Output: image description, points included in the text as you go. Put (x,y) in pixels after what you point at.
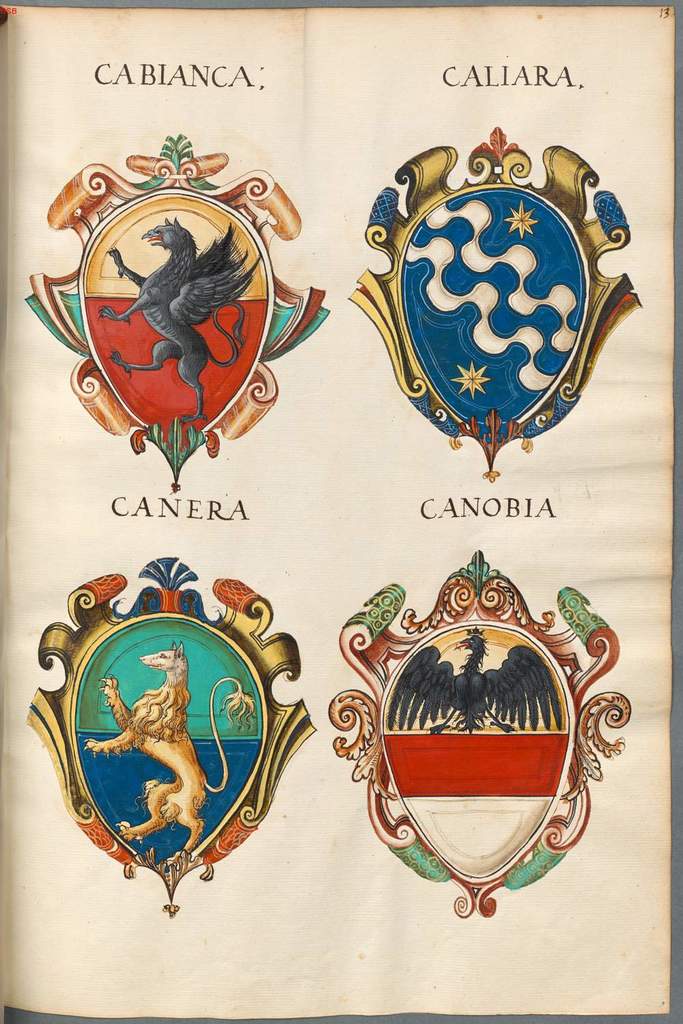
In this image I can see logos (273,383) which has animal pictures (144,825). I can also see something written on the image.
